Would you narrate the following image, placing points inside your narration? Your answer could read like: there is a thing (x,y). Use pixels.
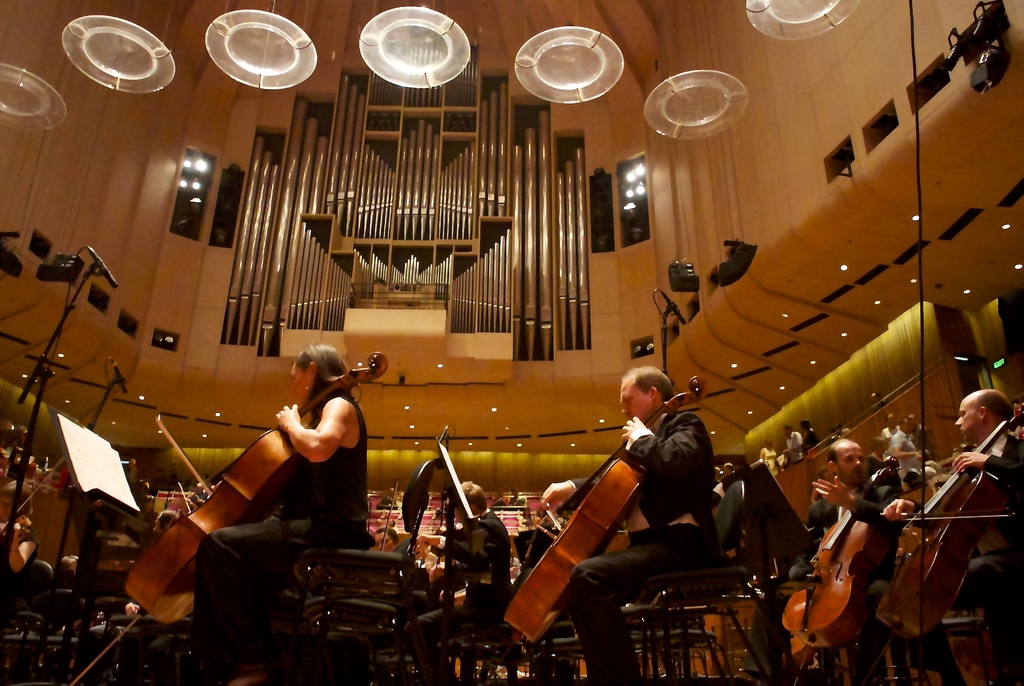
In this image there are many people (901,511) playing cello (203,525). On the left (306,383) there is a woman (308,505) she is playing cello (230,511). In the back ground (705,196) there is a wall (621,248), light (433,73) and mic (675,307) and some people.
